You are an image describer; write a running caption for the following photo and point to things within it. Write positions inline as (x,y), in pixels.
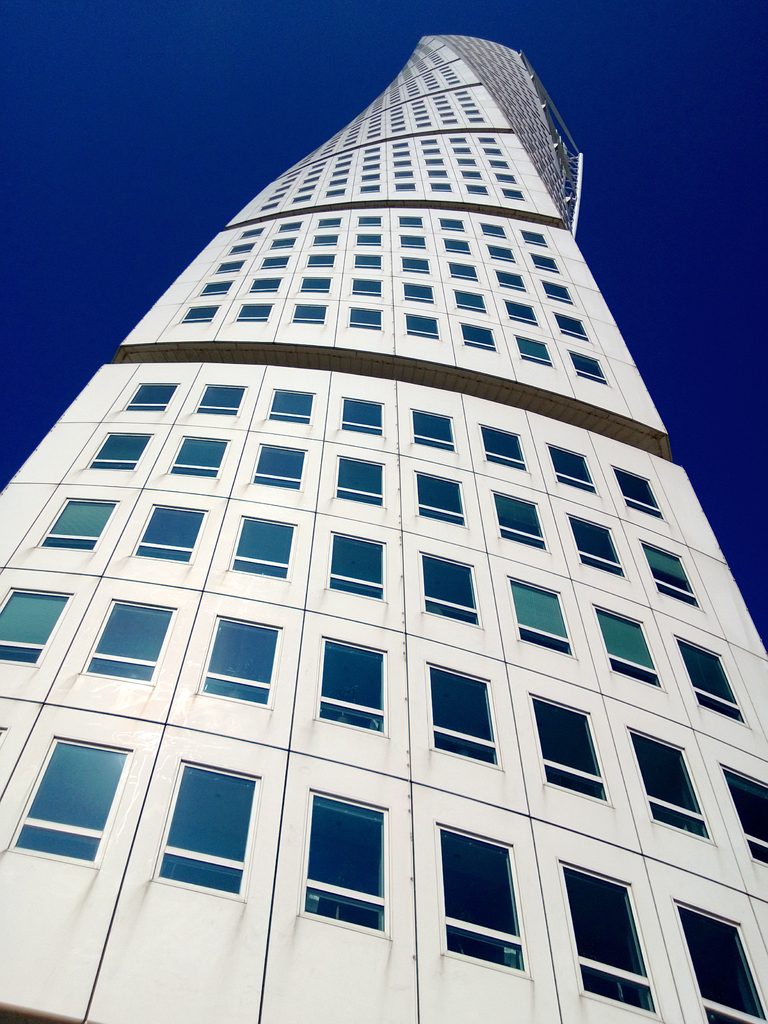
In this image I can see white color building (359,329) and I can see number of windows (516,874). I can also see blue color in background (752,22).
